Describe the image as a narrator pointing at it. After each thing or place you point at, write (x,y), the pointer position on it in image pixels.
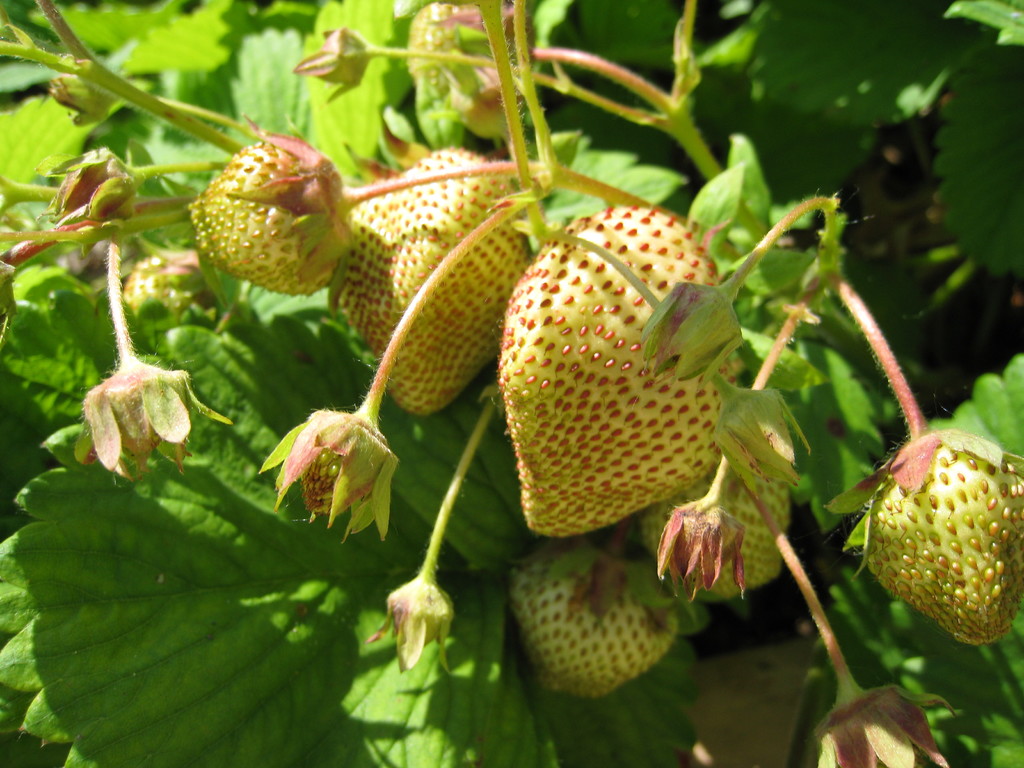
Here in this picture we can see strawberries (412,356) present on the plant (422,446) over there.
